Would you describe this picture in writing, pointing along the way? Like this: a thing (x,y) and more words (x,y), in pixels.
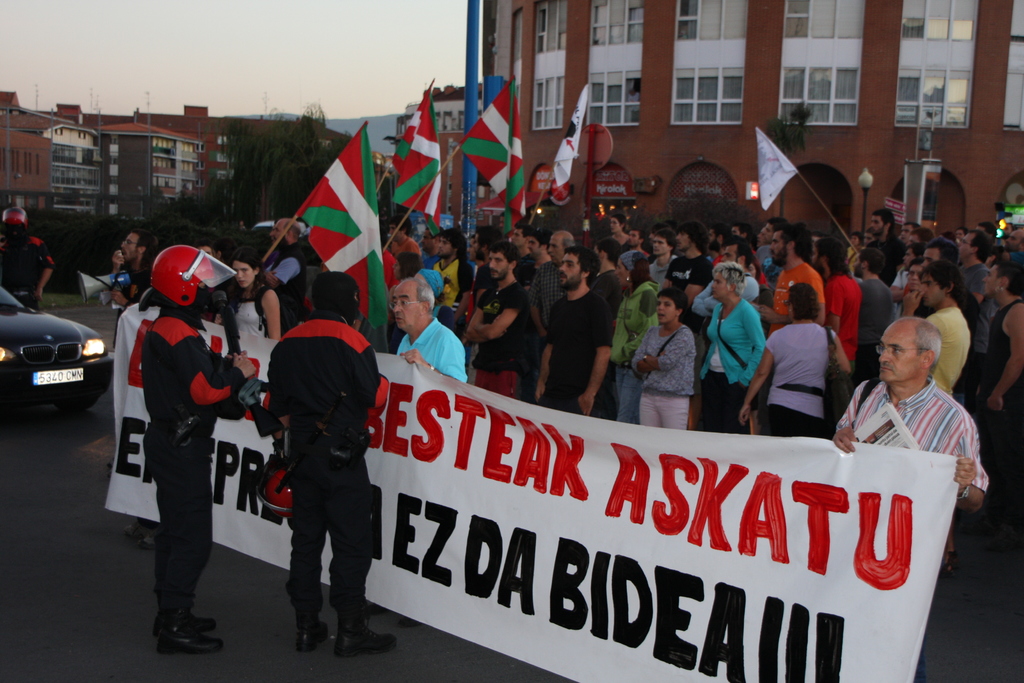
In this picture there are people (251,320) those who are standing on the right side of the image (747,397), by holding flags (400,203) in their hands (743,412) and there is a flex (912,499) in the center of the image (371,400), there are two cops (312,406) on the left side of the image (312,388), there are buildings (976,9) and trees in the background area of the image (107,123) and there is a car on the left side of the image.
